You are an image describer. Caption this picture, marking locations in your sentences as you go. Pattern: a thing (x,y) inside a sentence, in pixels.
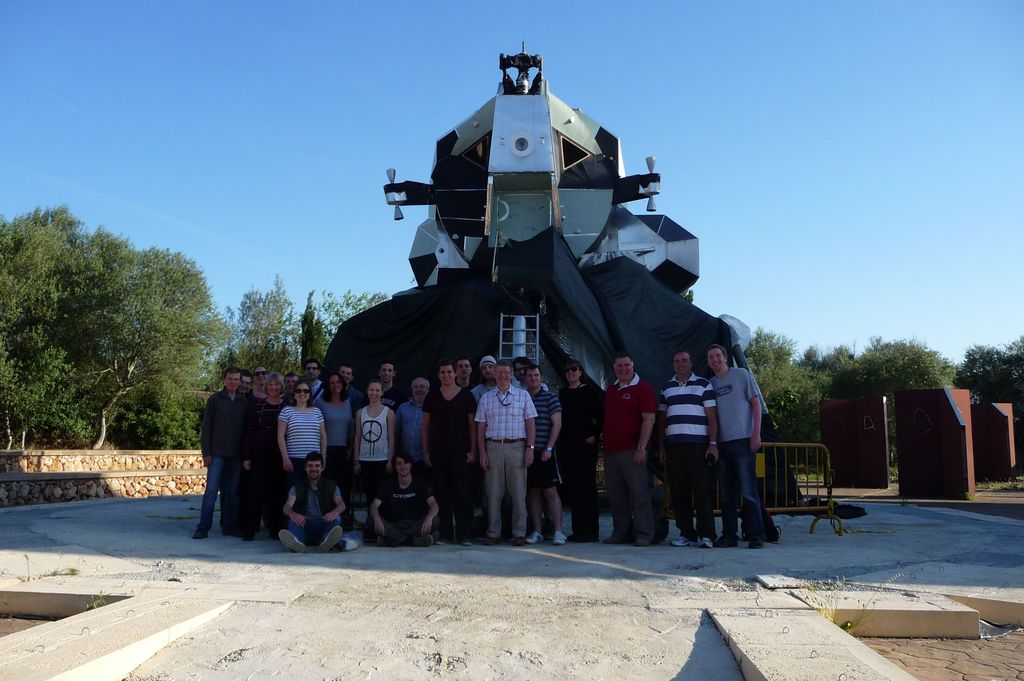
This image consists of many people (549,477). In the background (514,129), it looks like a spacecraft (519,267). At the bottom (449,650), there is a floor (413,650). In the background (26,331), there are trees (69,262). At the top (249,52), there is sky (289,122).
